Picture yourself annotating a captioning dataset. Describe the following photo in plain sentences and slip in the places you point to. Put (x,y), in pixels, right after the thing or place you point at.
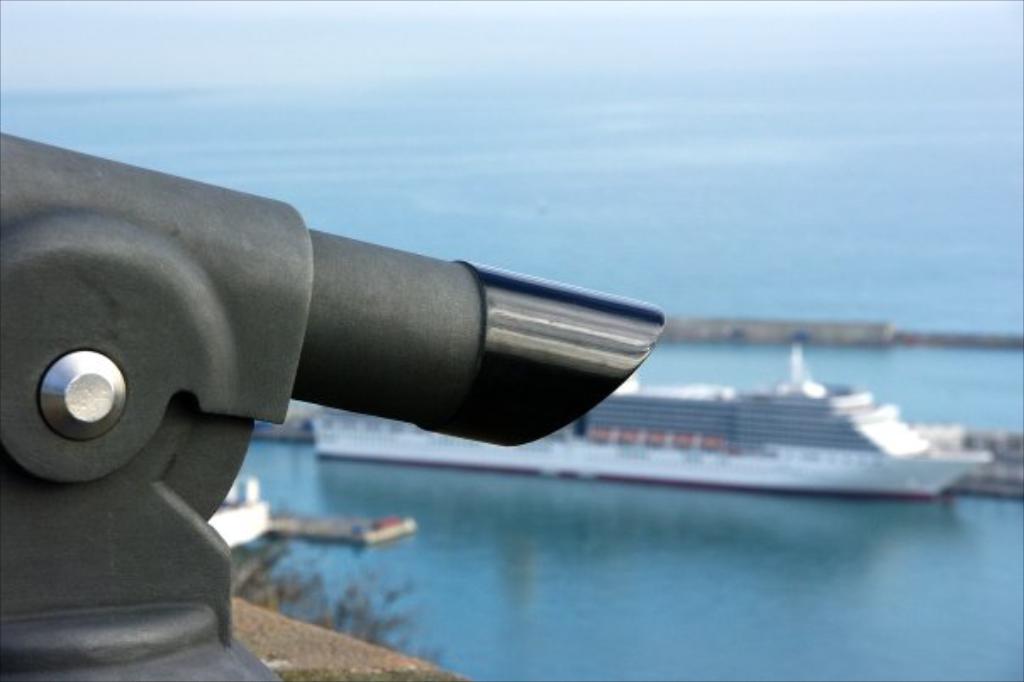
In this image in the foreground (180,518) there is some object (138,619), and in the background (676,455) there is a ship (605,478), sea (622,535) and some trees (349,593). At the top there is sky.
